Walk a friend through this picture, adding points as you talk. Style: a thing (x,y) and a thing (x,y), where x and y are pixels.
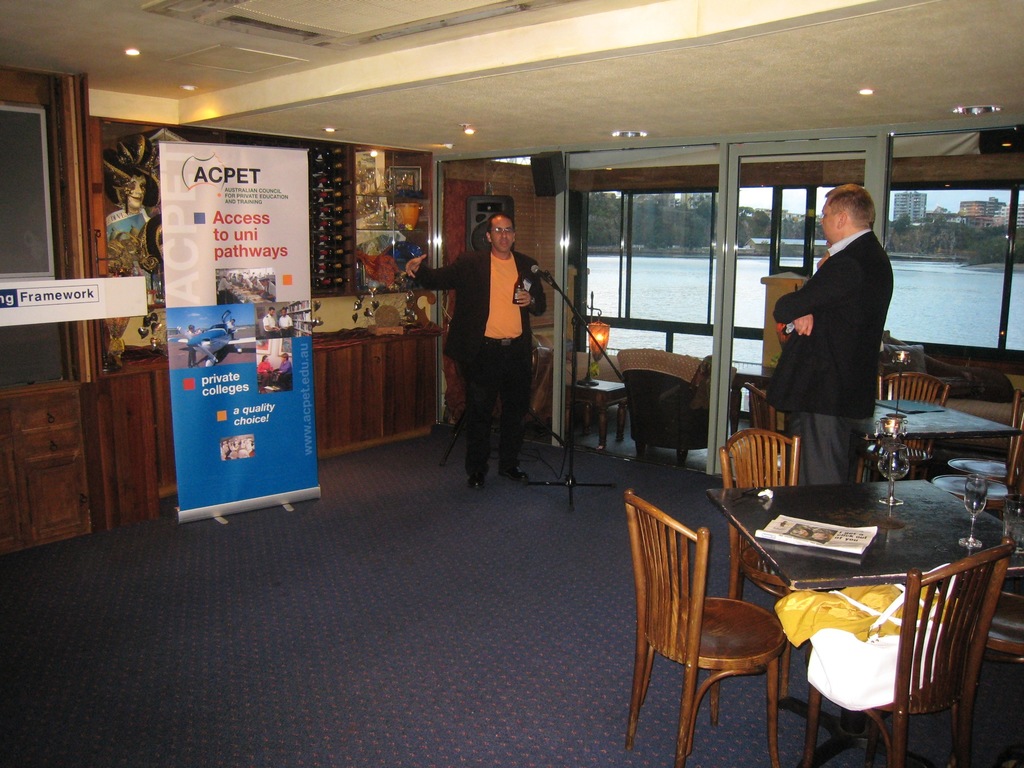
There is a room (542,487). The two persons (812,429) are standing in a room (661,406). There is a table (811,556). There is a glass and paper (843,531) on a table (837,510). We can see the background there is a sea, trees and buildings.
